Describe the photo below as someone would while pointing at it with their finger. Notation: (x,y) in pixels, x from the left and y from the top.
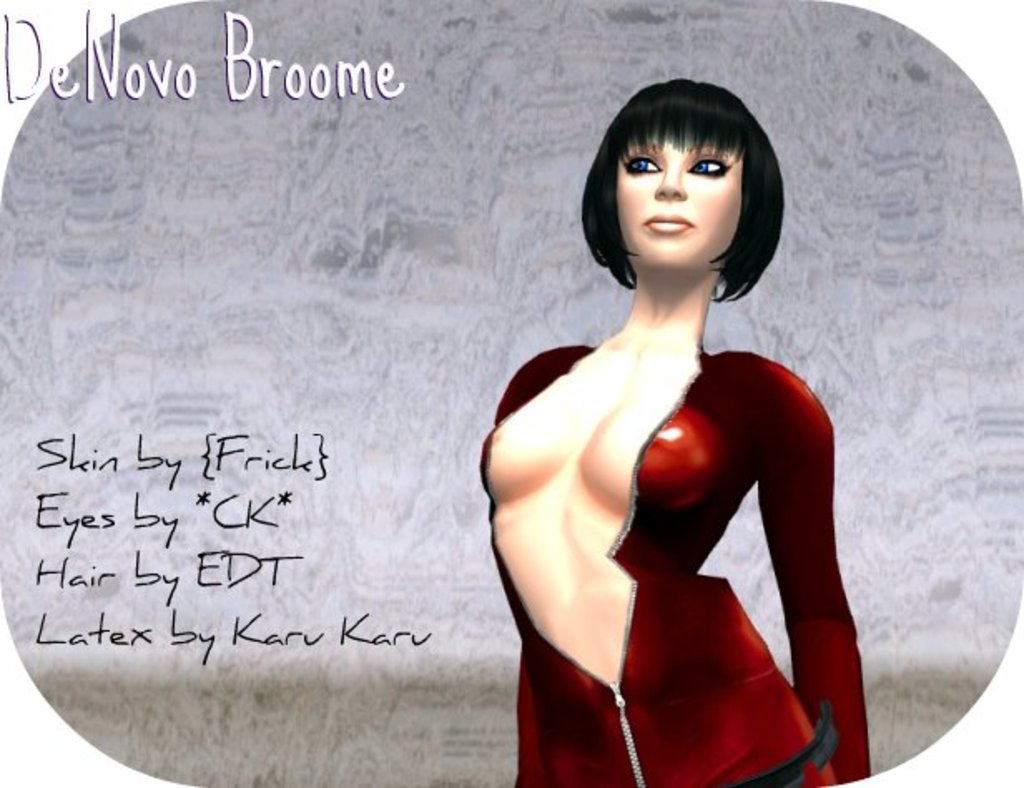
In this picture there is a woman (690,656) wearing red dress (682,638) and there is something written beside it.
